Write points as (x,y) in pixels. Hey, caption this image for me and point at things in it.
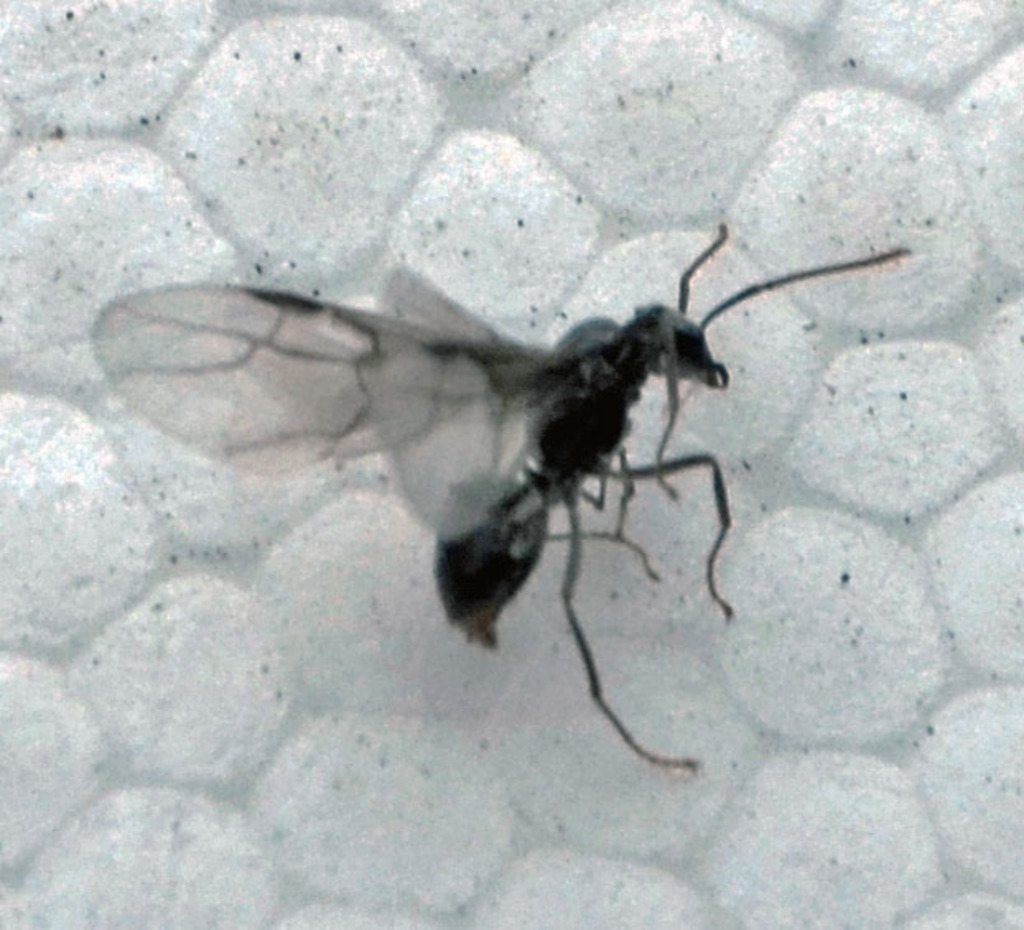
This is a black and white image. Here I can see an insect (611,385) which is in black color on a white color object (253,755).
